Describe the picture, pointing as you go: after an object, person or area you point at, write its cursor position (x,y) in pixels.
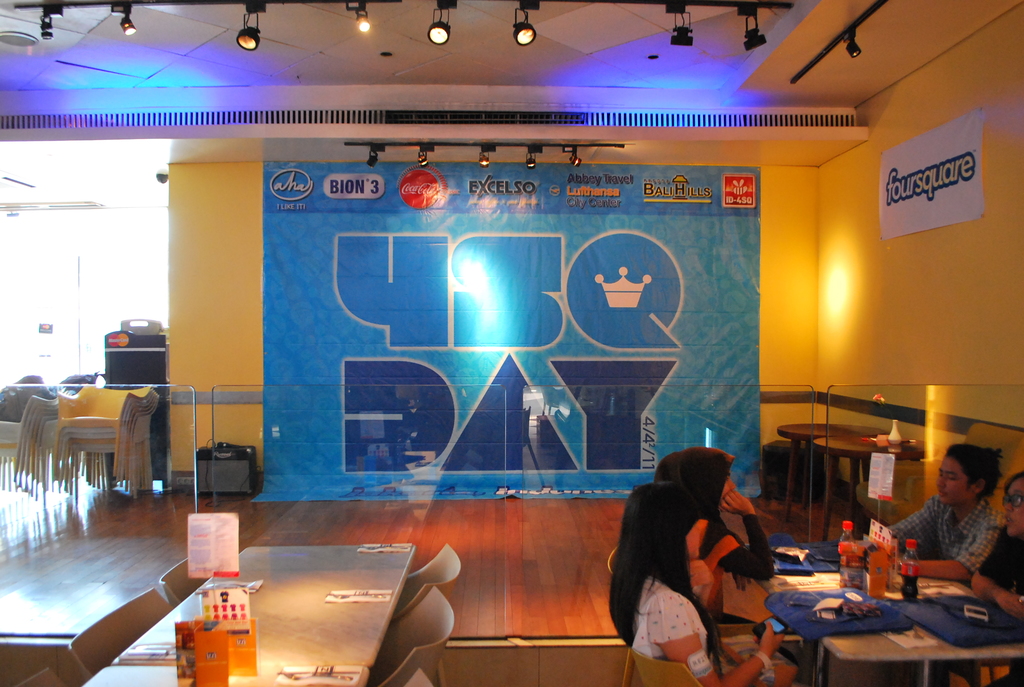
In the foreground of this image (834,572), on the right bottom (940,555), there are woman (693,611) sitting on the chairs (691,676) near a table (868,645) on which, there are bags (860,618) mobile phone (972,612), bottles (856,557) and few more objects (882,563), On the left (271,661), there are chairs (188,589) around the table (330,607) on which, there are boards (251,634) and spoons (336,678). Behind it, there is a glass (300,398). In the background (296,318), there is a banner (283,300), wall (229,265), lights (536,145) to the ceiling (406,41), chairs (91,425) and few more objects (227,463).
